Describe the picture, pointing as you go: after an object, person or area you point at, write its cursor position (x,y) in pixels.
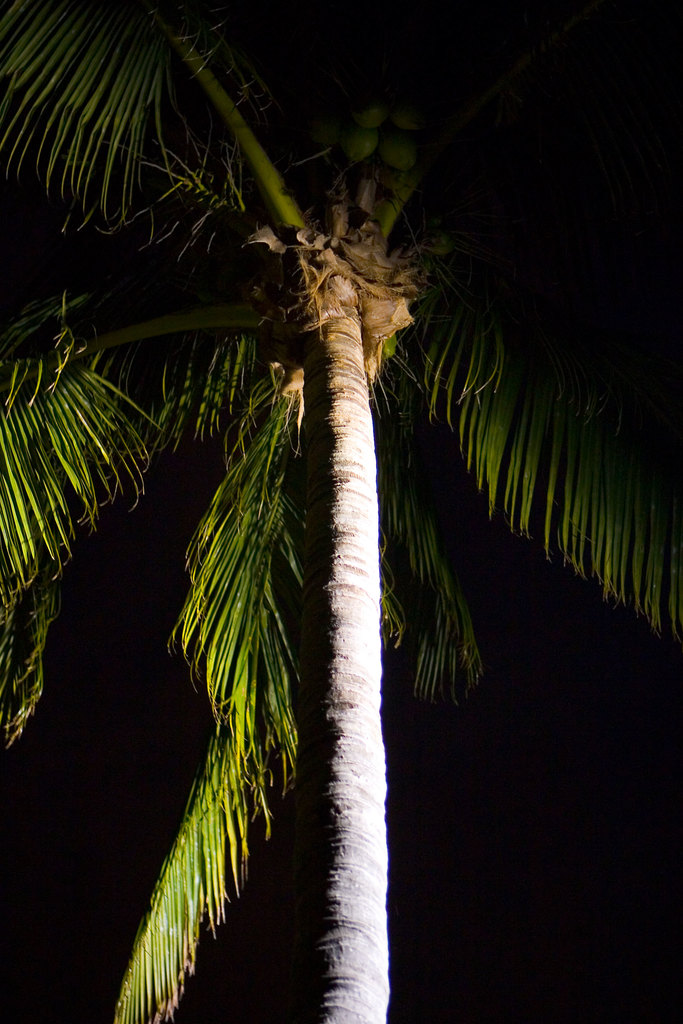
In this image there is a coconut tree (303,413), in the background (550,720) it is dark.
